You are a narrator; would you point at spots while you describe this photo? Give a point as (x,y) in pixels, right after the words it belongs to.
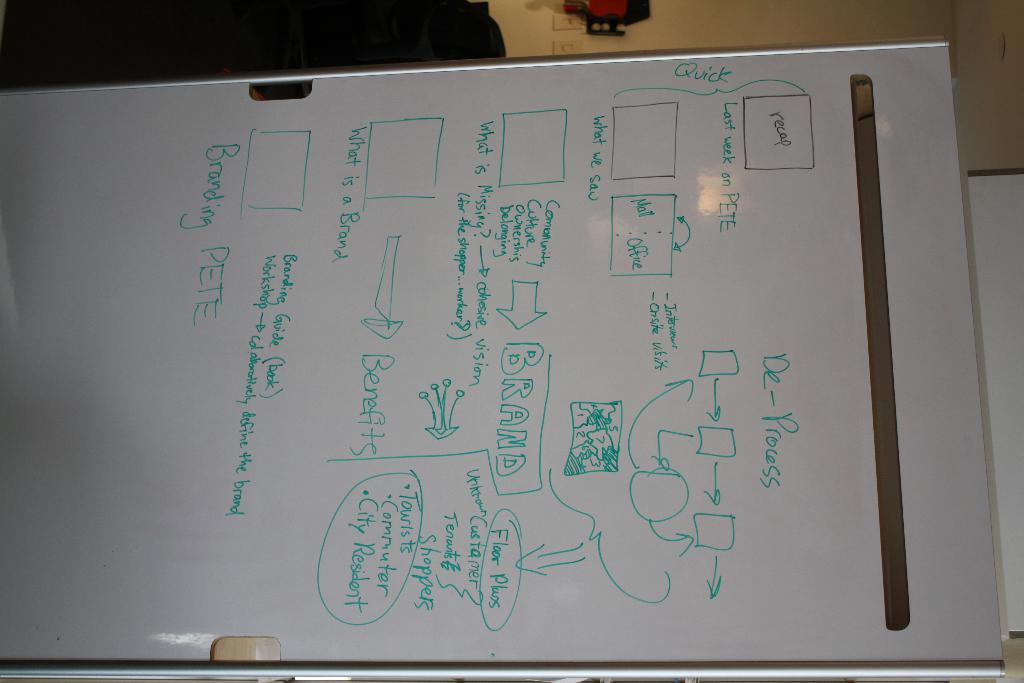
This looks like a whiteboard (830,160). I can see the letters (544,242) and the diagrams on it. In the background (969,35), that looks like a wall (934,27).
